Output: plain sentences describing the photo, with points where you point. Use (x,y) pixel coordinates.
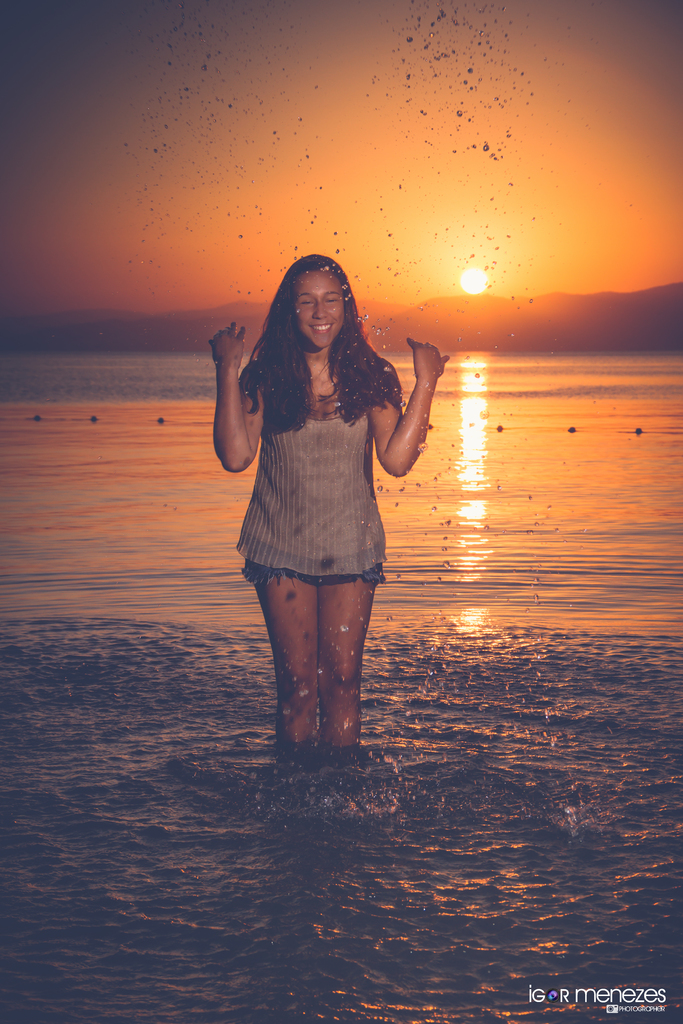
In this image I can see water (499,590) in the front (504,731) and I can also see a woman (332,611) is standing. I can see smile on her face (330,309). In the background (444,322) I can see mountains (428,332), the sun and few black colour things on the water (454,520). I can also see a watermark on the bottom right side of this image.
